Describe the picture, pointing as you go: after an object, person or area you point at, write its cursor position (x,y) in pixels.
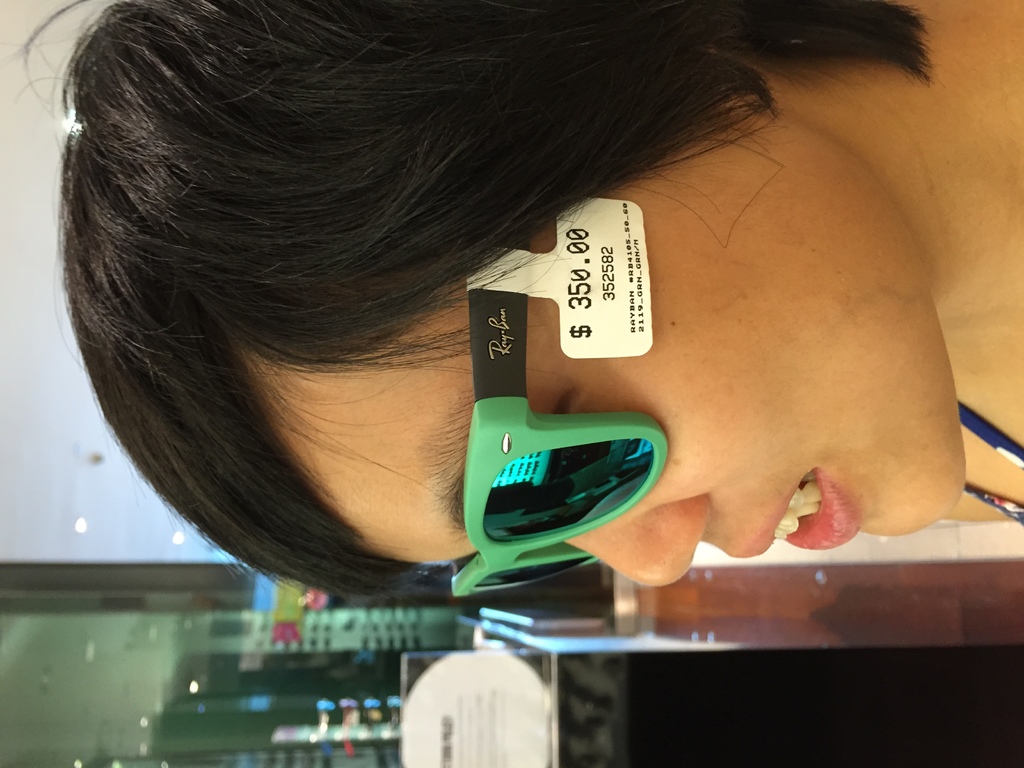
In this image, we can see a person (546,374) wearing glasses (574,418) with a tag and in the background (279,716), there are stands (442,662), glass door (96,637), lights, a board (524,759) and some objects (308,643) and a wall (35,407).
